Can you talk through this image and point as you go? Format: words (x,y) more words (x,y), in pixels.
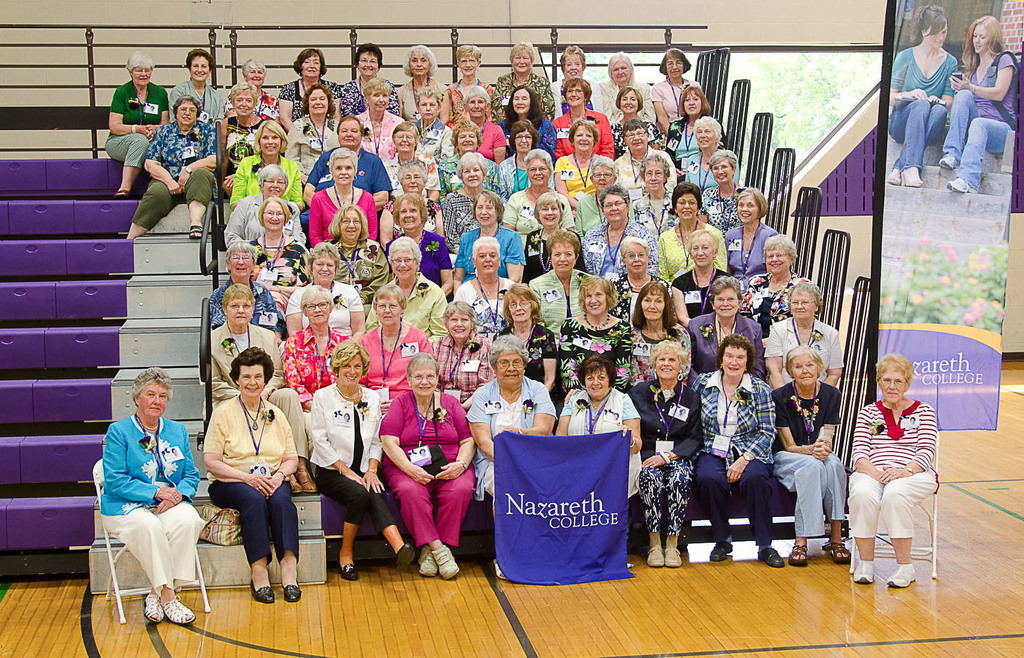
In this image there are many women (377,248) sitting on the stairs (164,309) with a smile on their face (593,307), there is a railing (861,305) on the stairs (219,262), there are two women's (857,497) sitting on the chairs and there are another two women's (549,407) holding a banner (565,506) with some text (577,516) on it. In the background (992,96) there is a banner (935,183) hanging from the wall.
